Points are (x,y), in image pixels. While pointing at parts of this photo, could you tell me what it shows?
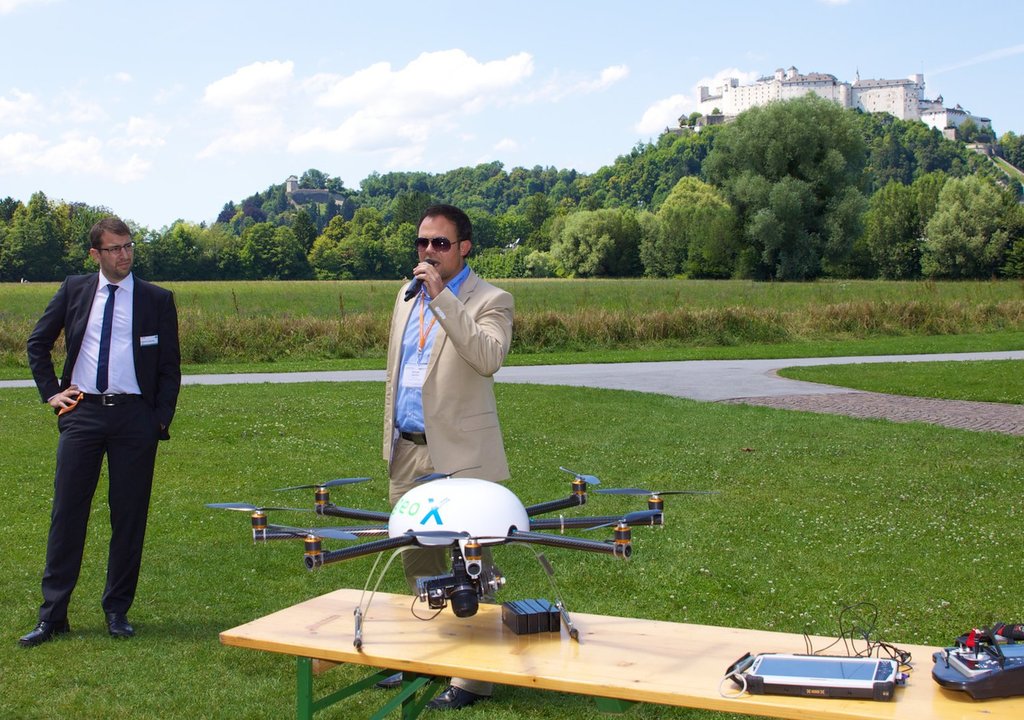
In this picture I can see a table (397,652) in front (711,666) on which there are few electronic devices (764,691) and I see a drone (424,541) and behind the table (301,603) I see 2 men (102,274) who are standing and I see that the man (392,335) on the right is holding a mic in his hand (433,287) and I see the grass (370,303) and in the middle of this picture (531,367) I see the plants (744,309) and the path (745,365). In the background (42,161) I see the trees (571,254), buildings (915,106) and the sky (662,68).
